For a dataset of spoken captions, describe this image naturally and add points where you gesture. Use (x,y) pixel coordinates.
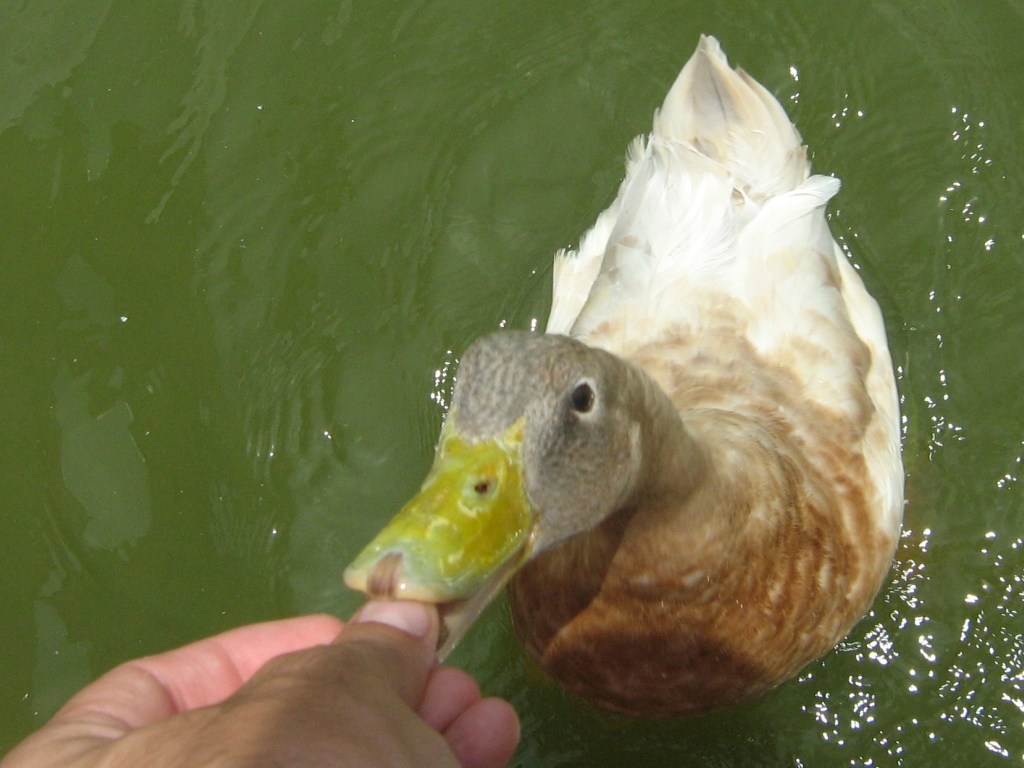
Here in this picture we can see a man (321,648) feeding a duck (416,595), which is present in the water (156,600).
